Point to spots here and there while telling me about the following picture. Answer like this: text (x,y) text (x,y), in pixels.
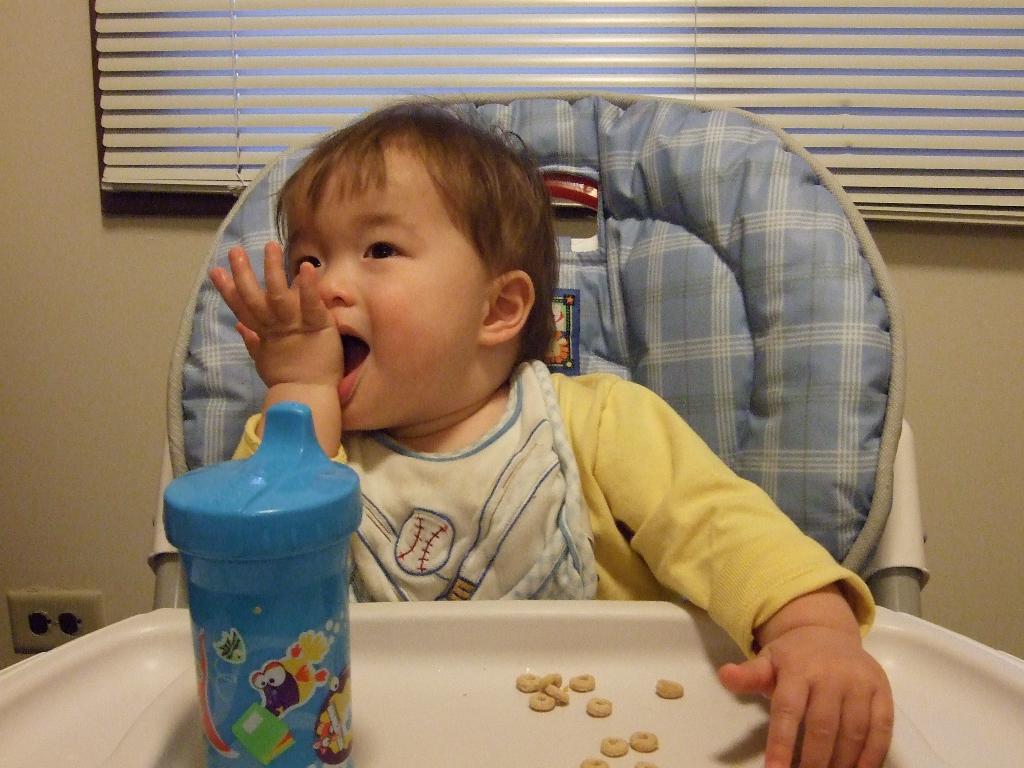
In this image there is a kid (478,470) sitting in the table chair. In front of the kid (439,507) there is a table (446,619) on which there is a small bottle (278,603) and some food (610,746) beside it. In the background (250,109) there is a curtain (195,103).
